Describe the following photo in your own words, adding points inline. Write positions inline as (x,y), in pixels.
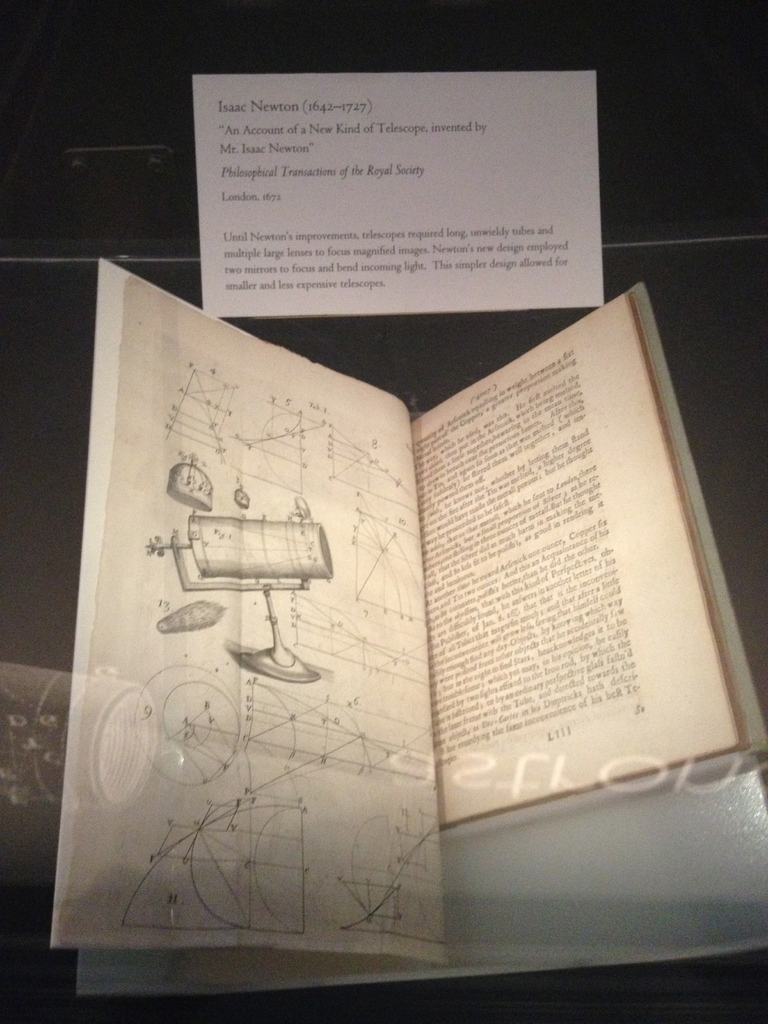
In this image there is a book (360,585) with some pictures (398,531) and text (423,463) on it. Above the book (296,589) there is a note (385,194) with some text (379,175).
